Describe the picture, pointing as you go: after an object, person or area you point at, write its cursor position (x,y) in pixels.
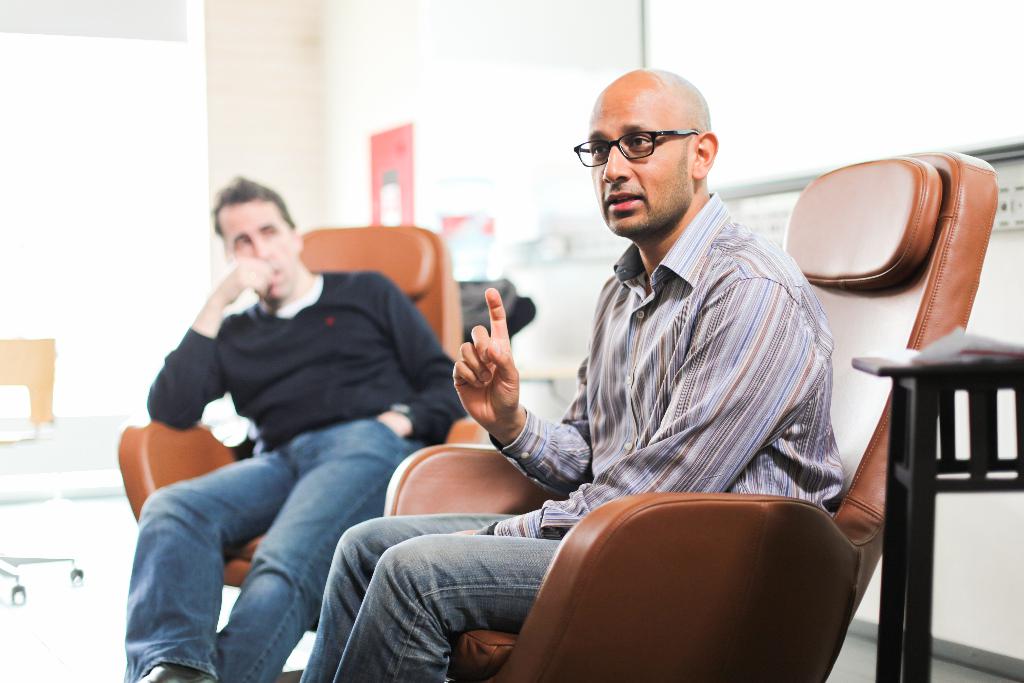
In this picture we can see two persons (480,340) sitting on chair (389,271) and here person (644,123) wore spectacle (673,133) talking and in background (306,51) we can see wall (456,90).
